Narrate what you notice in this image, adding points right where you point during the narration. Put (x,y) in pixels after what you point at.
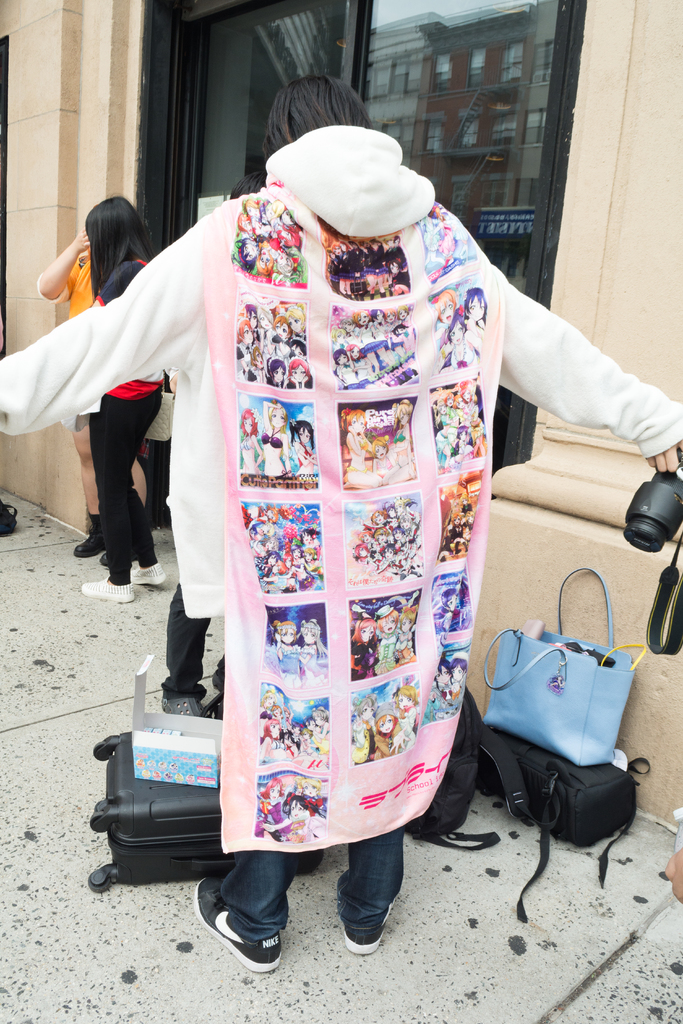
In this image there is a woman (610,382) wearing a white jacket (14,413) and a cartoon towel (247,369) on her body (351,846) and at the back ground (42,243) there is a building (56,237), bag (623,819), box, 2 handbags (586,568), camera (645,511) and group of persons (45,278) standing.
